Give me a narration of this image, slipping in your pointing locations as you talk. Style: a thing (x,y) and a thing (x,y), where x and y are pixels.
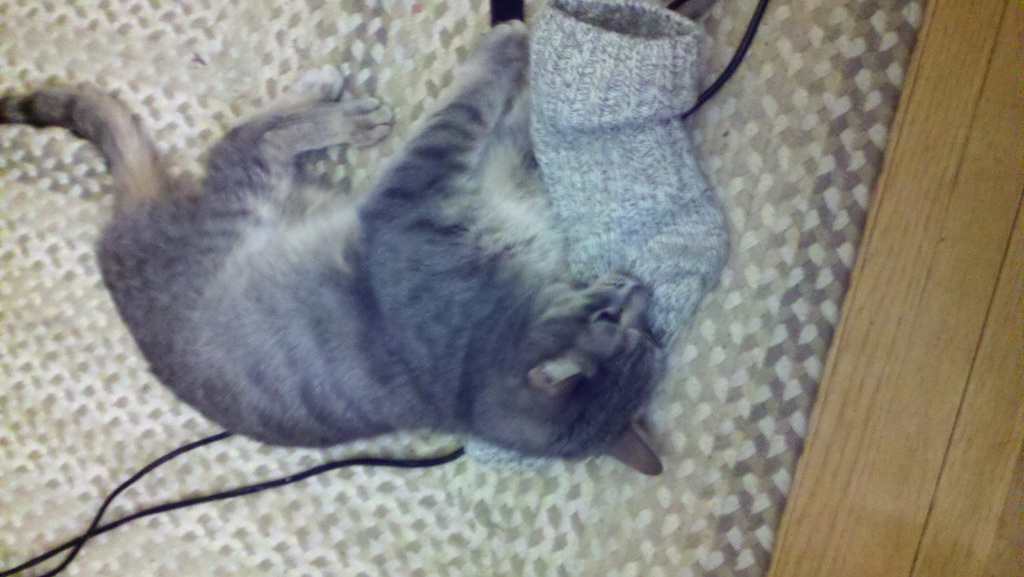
In this image we can see a cat (424,300) on the cloth (671,412). And we can see a wire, socks (628,138) and wooden floor (942,334).
